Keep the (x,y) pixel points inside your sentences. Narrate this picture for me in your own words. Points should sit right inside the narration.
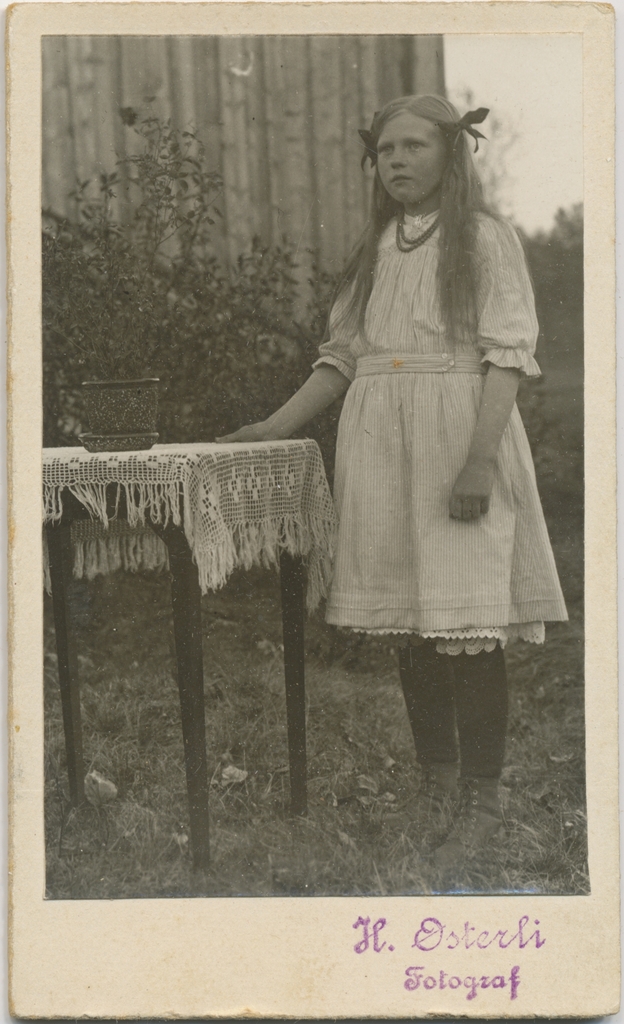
In this picture we can see photo (470,672), on this photo (422,473) there is a girl (422,528) standing, in front of this girl (379,488) we can see object (134,421) on the table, background we can see trees (492,115).
